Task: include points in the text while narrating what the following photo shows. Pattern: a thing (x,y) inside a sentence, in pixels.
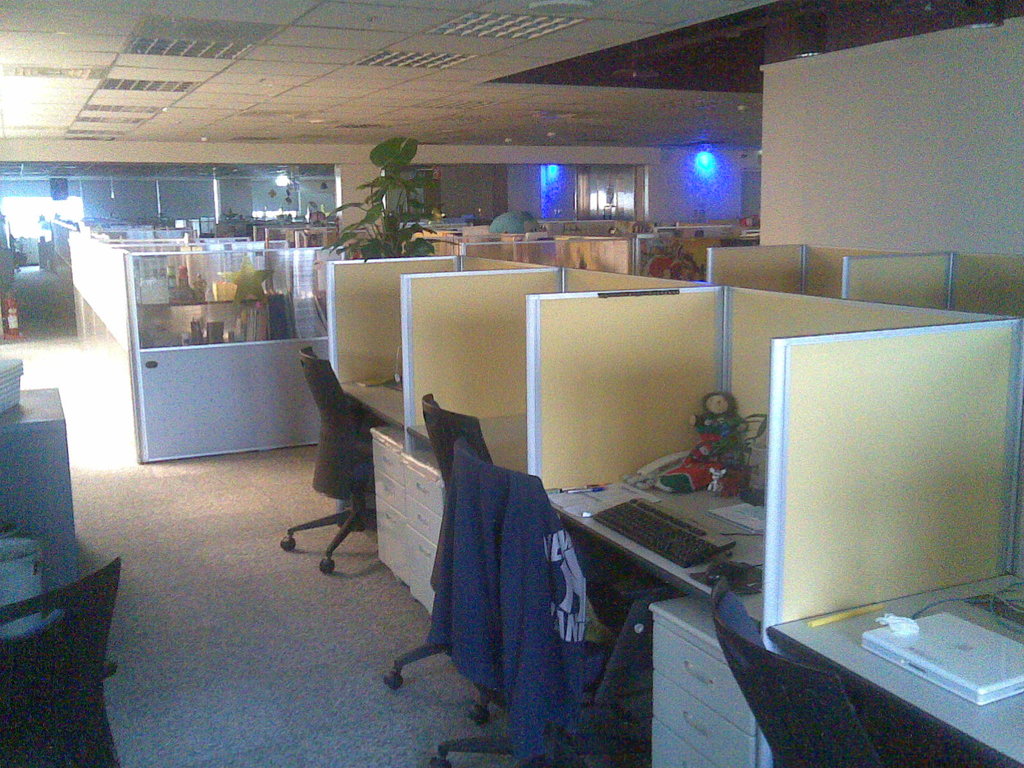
Here in this picture we can see desks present in an office (259,245), as we can see number of chairs (361,459) also present and we can see drawers (692,673) present in each desk (699,678) and we can also see systems (985,652) present on it and we can see light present on the roof (428,132) and we can also see plants (405,245) present in the middle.
